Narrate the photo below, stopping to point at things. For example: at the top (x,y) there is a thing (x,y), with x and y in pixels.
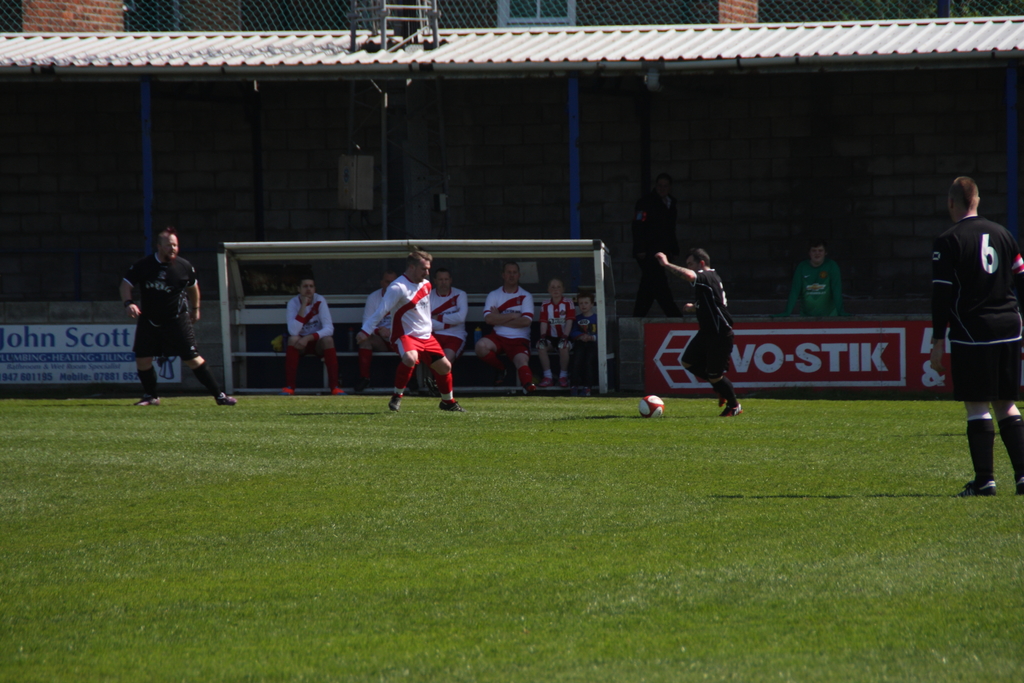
In this image I can see there are so many people (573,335) and ball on the ground (863,606), beside that there group of people (442,278) sitting on the bench (251,311), at the back (747,318) there is shed (295,81) and building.
